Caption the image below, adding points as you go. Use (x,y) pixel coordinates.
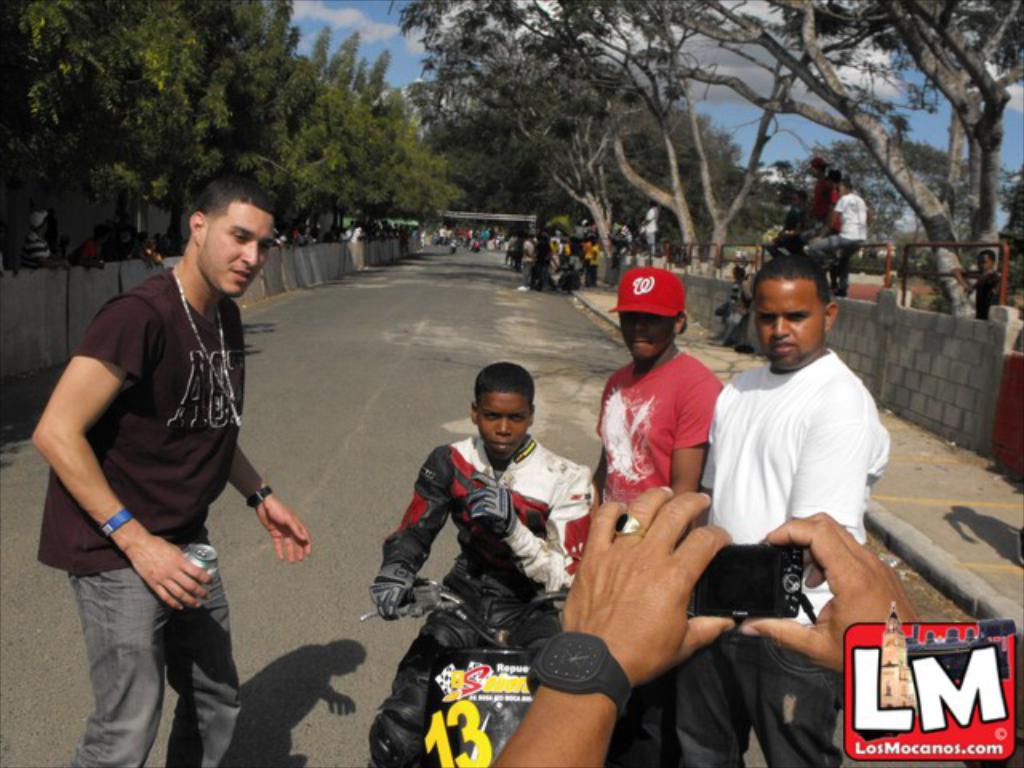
In the picture I can see people (479,539) some are standing on the road (228,584) and one person (507,568) is sitting on a vehicle (481,723). I can also see a person (749,632) is holding a camera (749,586) in hands (663,631). In the background (404,213) I can see trees (373,190), fence (254,274), the sky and some other objects (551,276).
